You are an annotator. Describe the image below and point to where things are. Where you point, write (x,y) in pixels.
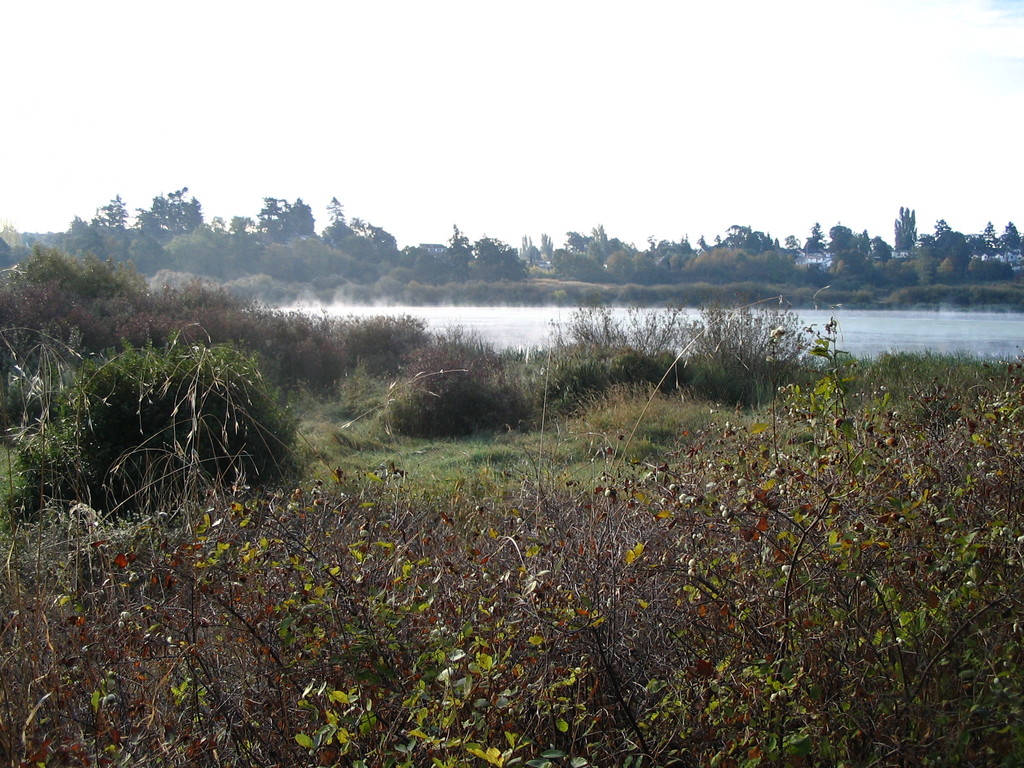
In this image we can see few plants (99,379), trees (822,278), grass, water (499,328) and sky (586,144) in the background (487,100).
